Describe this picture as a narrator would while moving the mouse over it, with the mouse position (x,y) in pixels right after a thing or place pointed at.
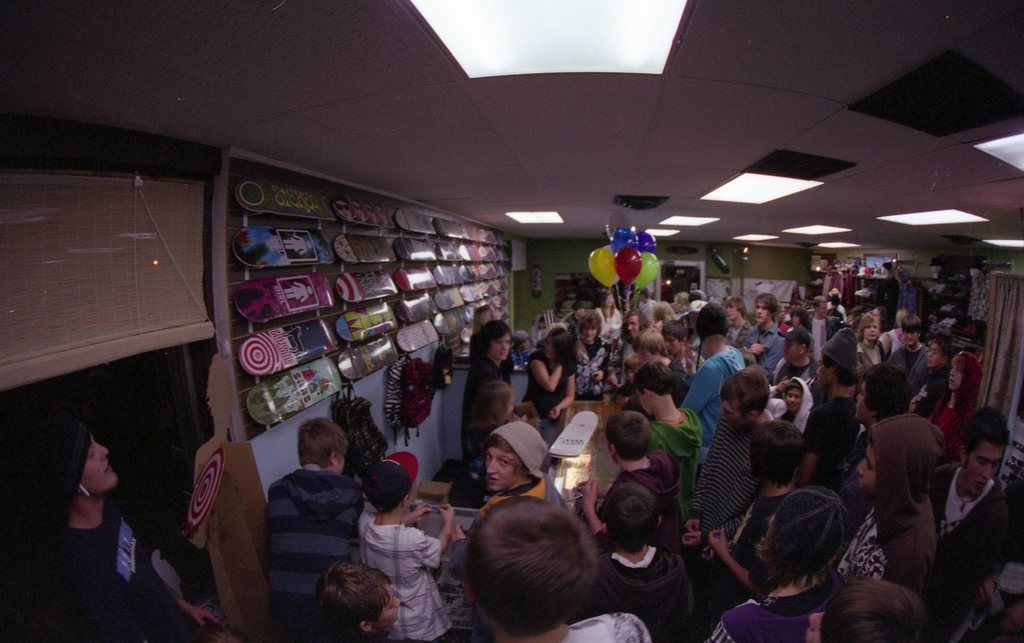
In this image we can see people (761,448) standing on the floor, skate boards (371,250) attached to the wall (432,297), blinds (147,296), electric lights (473,66) to the roof (628,149), bunch of balloons (619,246), display screens (581,288), fire extinguisher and bags (414,410) attached to the wall (447,391).
